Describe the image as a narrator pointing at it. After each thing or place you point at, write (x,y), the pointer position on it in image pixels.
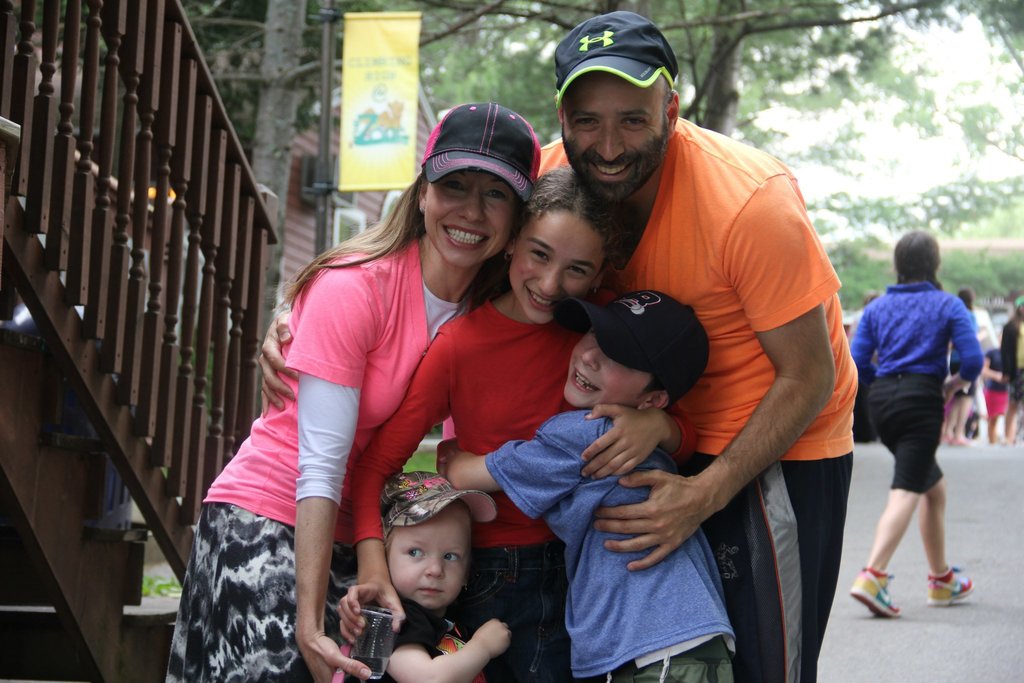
In this picture we can see there are groups of people (526,398) standing and a person (890,448) is walking on the road (857,656). On the left side of the people (313,359) there are wooden railings (104,234) and a pole (330,140) with a board (373,173). Behind the people (402,265) there are trees (283,141) and it looks like a house (307,171).
